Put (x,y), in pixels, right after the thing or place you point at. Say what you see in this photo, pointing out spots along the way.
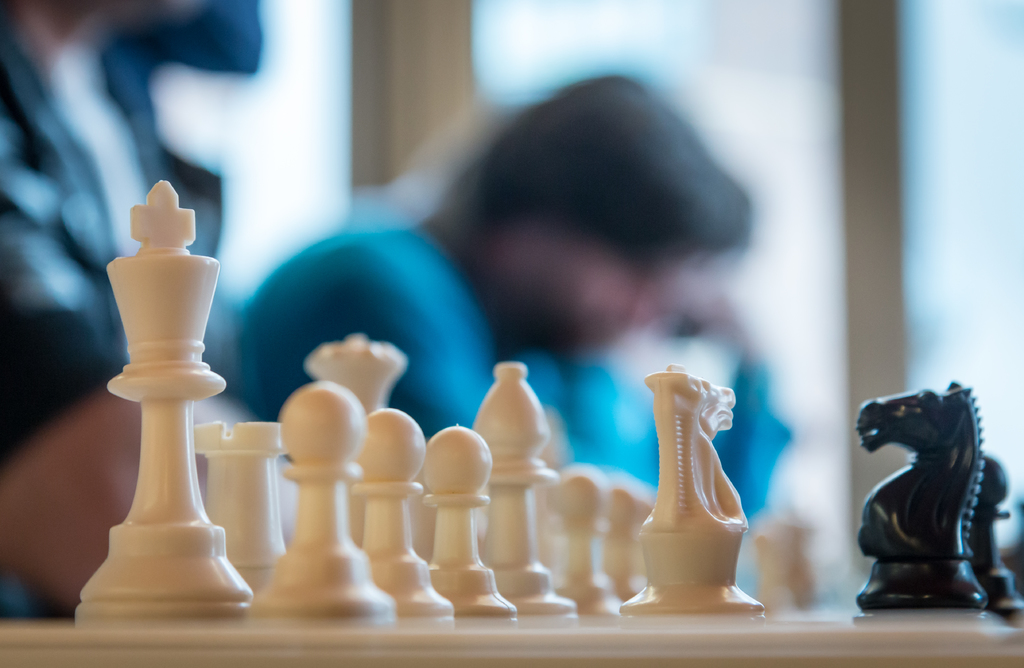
In this picture there are few chess coins (671,477) and there are few persons (472,253) in the background (483,283).
